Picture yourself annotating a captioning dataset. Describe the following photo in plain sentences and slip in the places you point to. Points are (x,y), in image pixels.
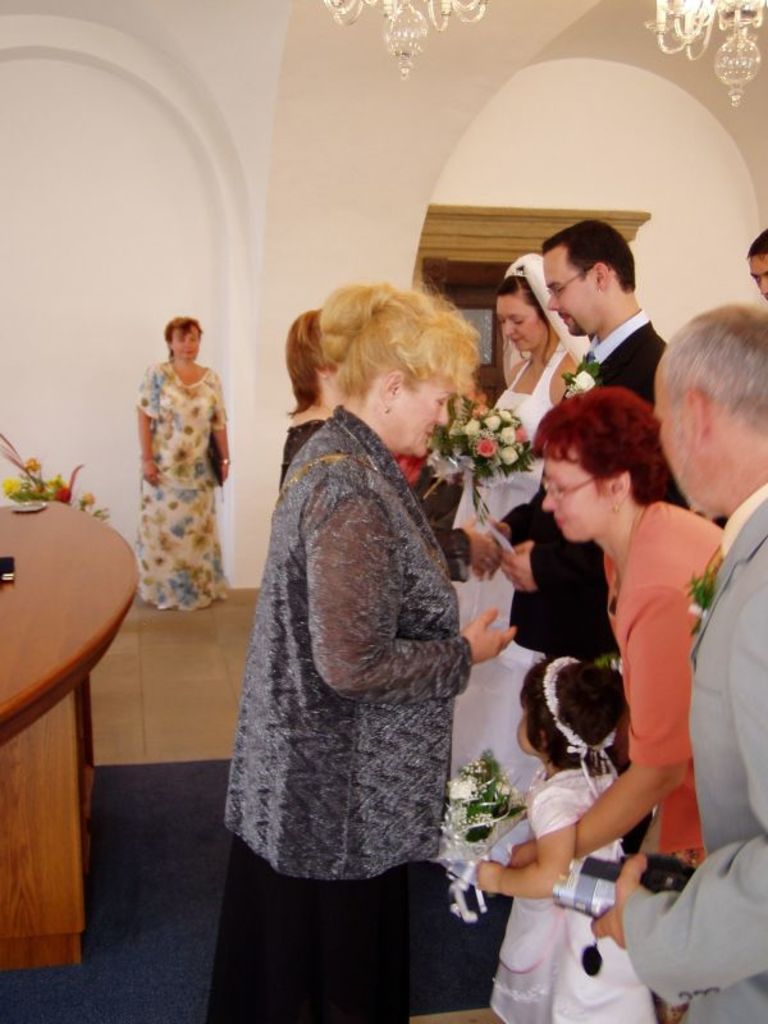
In this picture there is a woman (376,636) who is standing near to the table (62,656). On the right (519,315) I can see the couples (564,360) who are standing near to this a door (633,214). On the left (177,341) there is a woman (185,375) who is standing near to the wall (83,333). At the top (749,6) I can see the chandeliers (411,53). In the bottom right (576,940) there is a girl (537,830) who is holding the bouquet (475,820).
